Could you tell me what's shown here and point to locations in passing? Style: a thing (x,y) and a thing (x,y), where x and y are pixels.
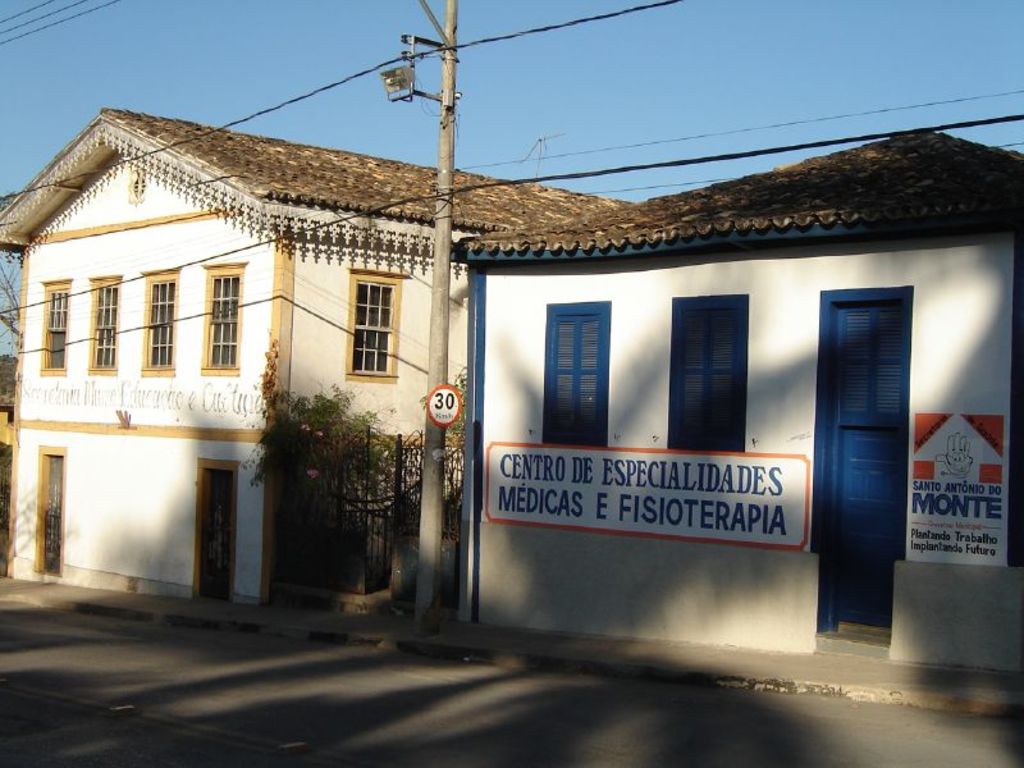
In this image I can see the houses (472,330) which are in blue, brown color. And I can see some stickers (589,472) to the house (569,536). I can also see the current pole (443,240) in-between the house (531,409). And there is a plant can be seen. In-front of the house (243,587) there is a road (186,716) and in the back (642,101) I can see the sky (345,106).
